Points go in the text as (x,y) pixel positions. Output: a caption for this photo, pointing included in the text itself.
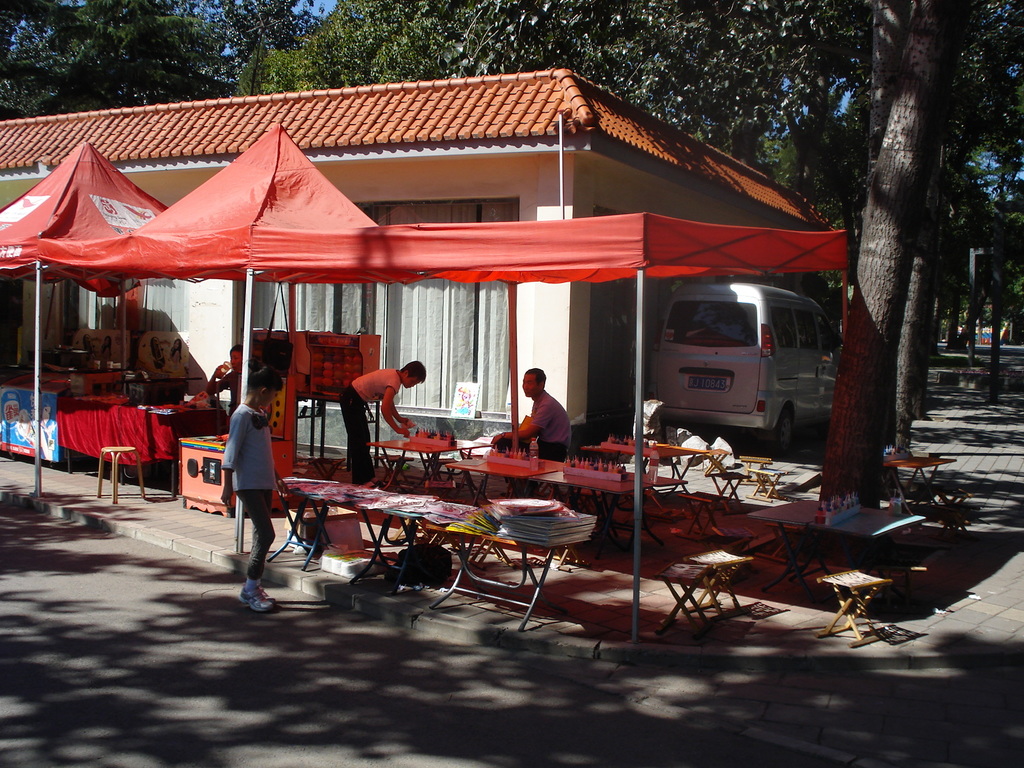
The kid (245,454) wearing grey top (268,462) is looking at something which is on the table (422,504) and in background (469,326) there also a house (534,324) and a car (691,340).
